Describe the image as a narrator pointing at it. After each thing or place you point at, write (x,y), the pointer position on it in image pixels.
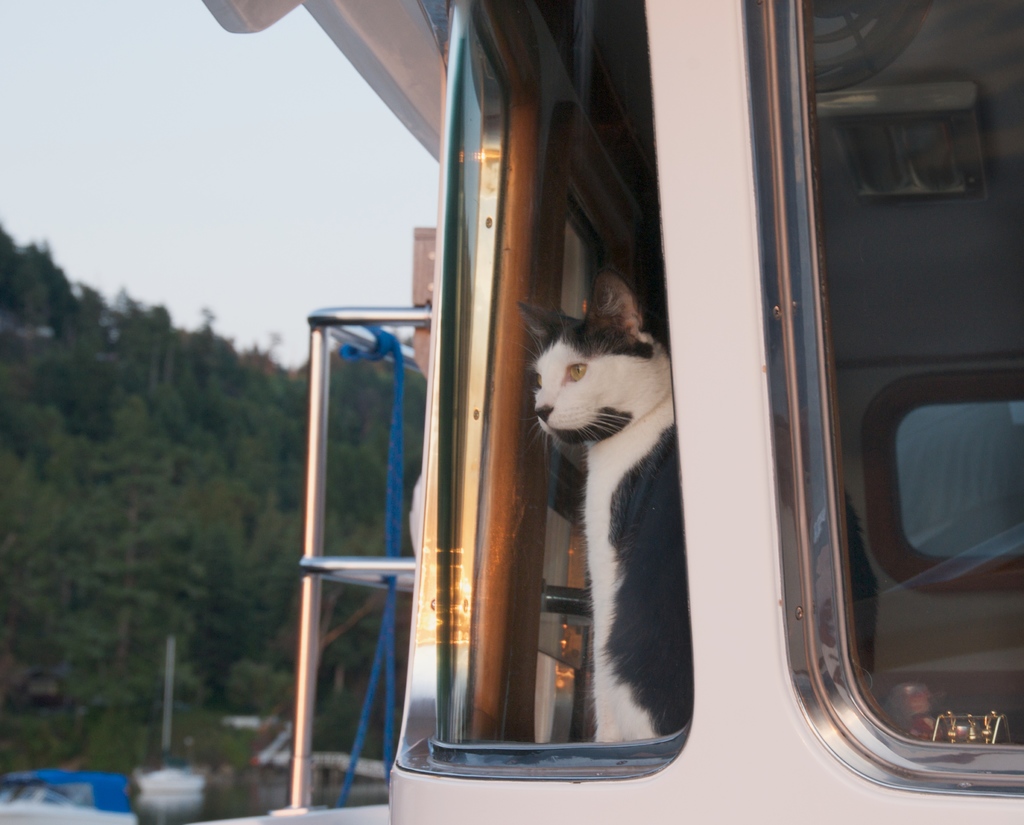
This picture is clicked outside. On the right (777,298) we can see a cat (611,461) and we can see the vehicle (924,529) and the metal rods (371,334). In the background (334,435) we can see the sky (113,135), trees (173,583) and many other objects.
